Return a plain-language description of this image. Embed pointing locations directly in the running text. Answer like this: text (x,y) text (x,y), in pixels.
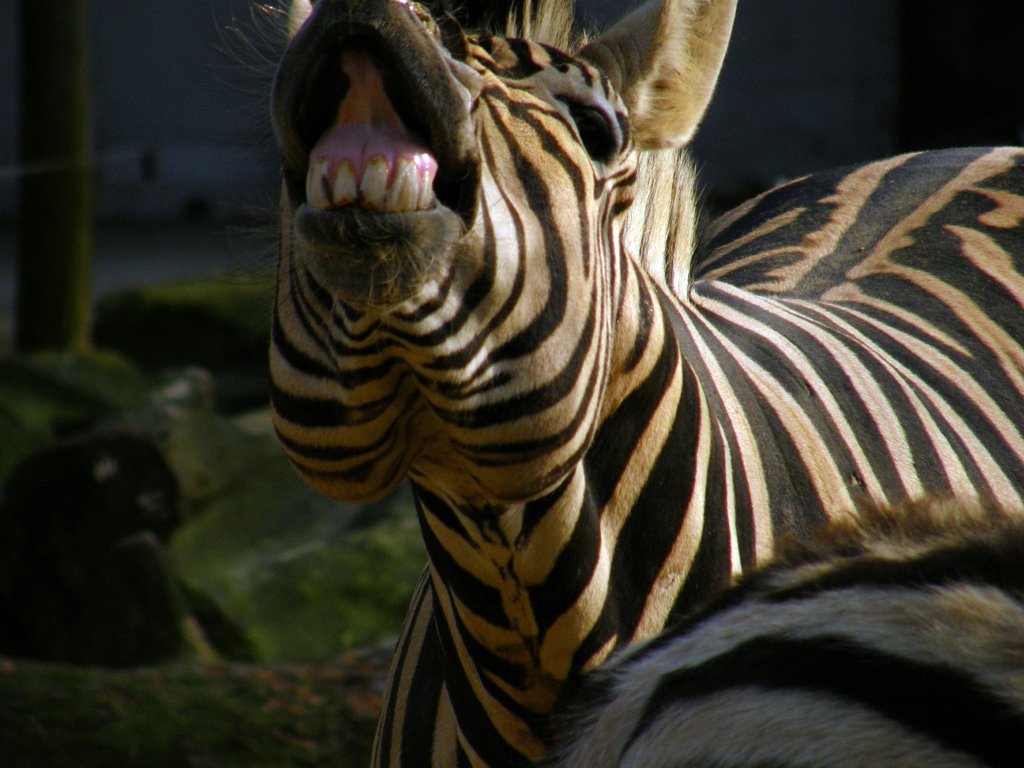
In this image I can see an animal (556,407) which is in black and brown color. And there is a blurred background (245,572).
